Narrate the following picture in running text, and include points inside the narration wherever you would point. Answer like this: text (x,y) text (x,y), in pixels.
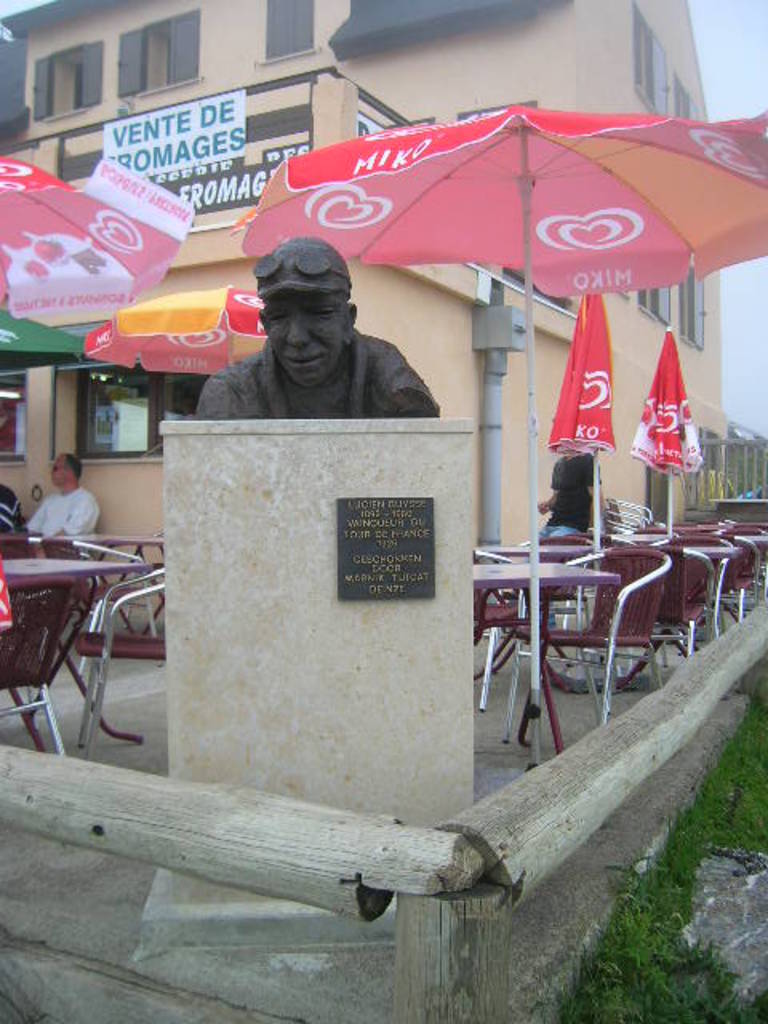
In the center of the image (326,420) there is a statue (306,379) to the pillar (338,466). In the background (352,14) we can see a building (308,77), four umbrellas (374,181) opened and two umbrellas (660,432) closed. We can also see tables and chairs (616,513). Two persons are also visible in this image. At the bottom (678,950) we can see grass (685,908).
